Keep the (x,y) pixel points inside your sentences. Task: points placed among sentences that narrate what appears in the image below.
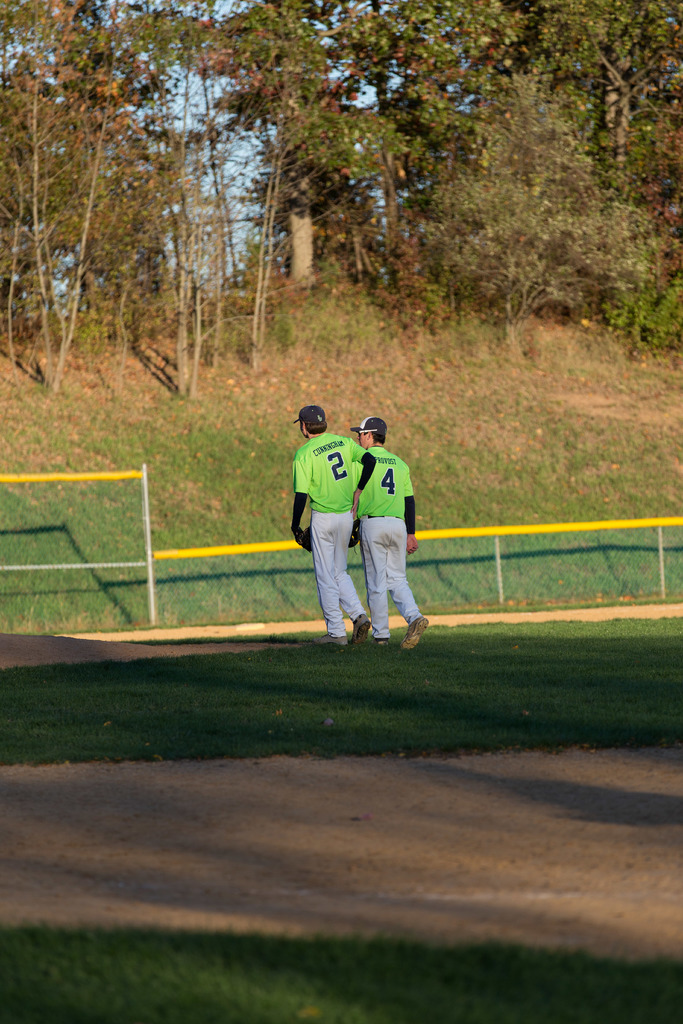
In this image we can see two persons (322,493) wearing green color T-shirt (340,504), white color pant (349,590), black color cap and in the background of the image (160,621) there is fencing (630,546), there are some trees (233,223).
